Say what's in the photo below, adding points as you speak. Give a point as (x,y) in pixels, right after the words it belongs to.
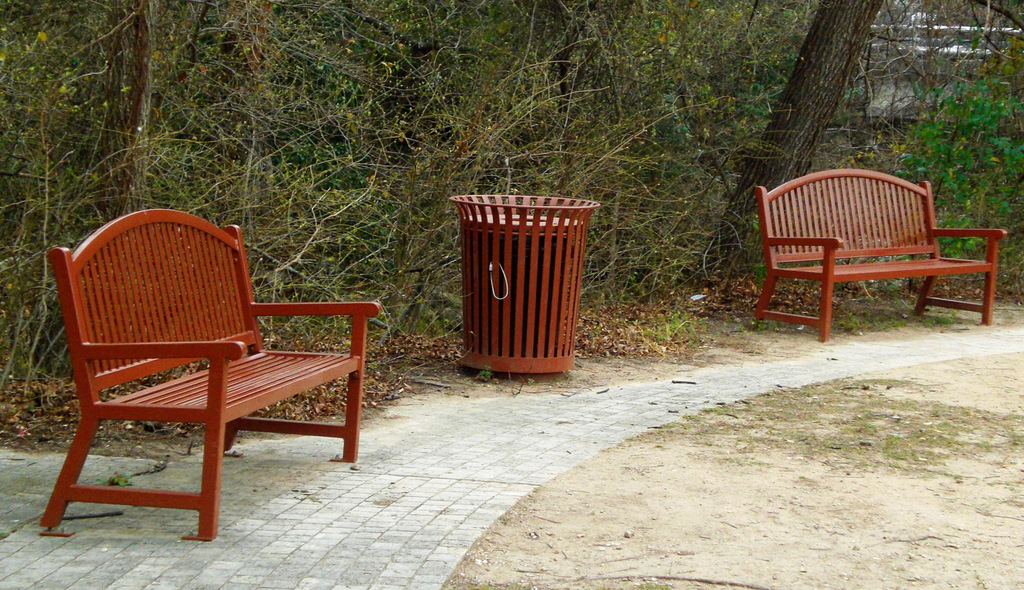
There are two chairs (202,343). In the background (377,226) there are trees (389,150).
